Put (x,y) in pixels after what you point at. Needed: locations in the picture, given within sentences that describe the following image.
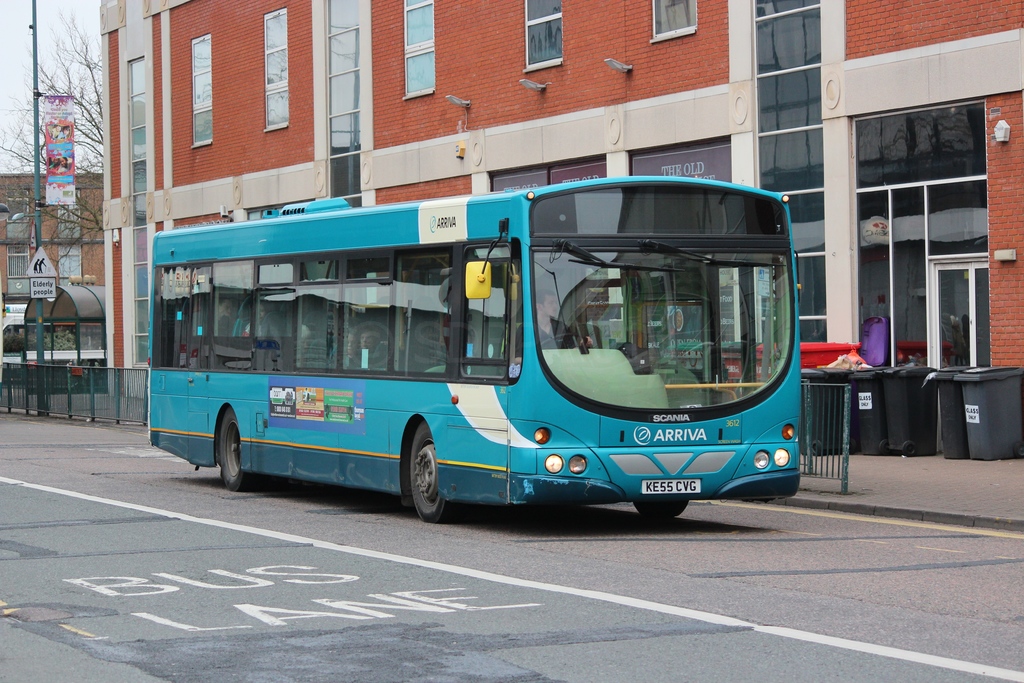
In the picture we can see a road (729,564) on it, we can see written as bus lane and inside we can see a bus (617,283), which is blue in color with windows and windshield (612,311) and glasses (617,299) in it and beside the bus (597,335) we can see a building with windows (809,338) and glasses (906,334) to it and near the building (893,331) we can see some dustbins (943,370) which are black in color and beside the building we can see some shed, pole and railing (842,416) to it and behind it we can see some trees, building (85,247) and sky (6,16).
